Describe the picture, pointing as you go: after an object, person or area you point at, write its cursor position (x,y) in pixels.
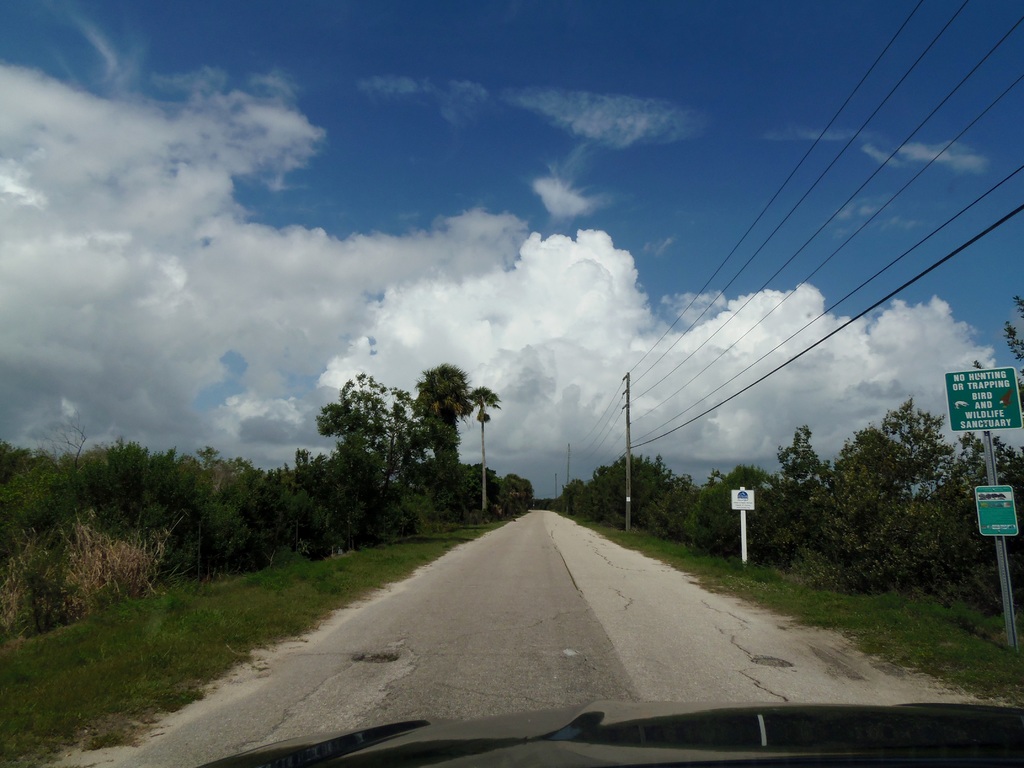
In this image we can see a road (489,637), at the left (228,470) and right side of the image (869,511) there are some trees (654,521), at the right side of the image (756,502) there are poles (627,466), signage boards (1011,510), wires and at the top of the image (377,121) there is cloudy sky (458,115).
